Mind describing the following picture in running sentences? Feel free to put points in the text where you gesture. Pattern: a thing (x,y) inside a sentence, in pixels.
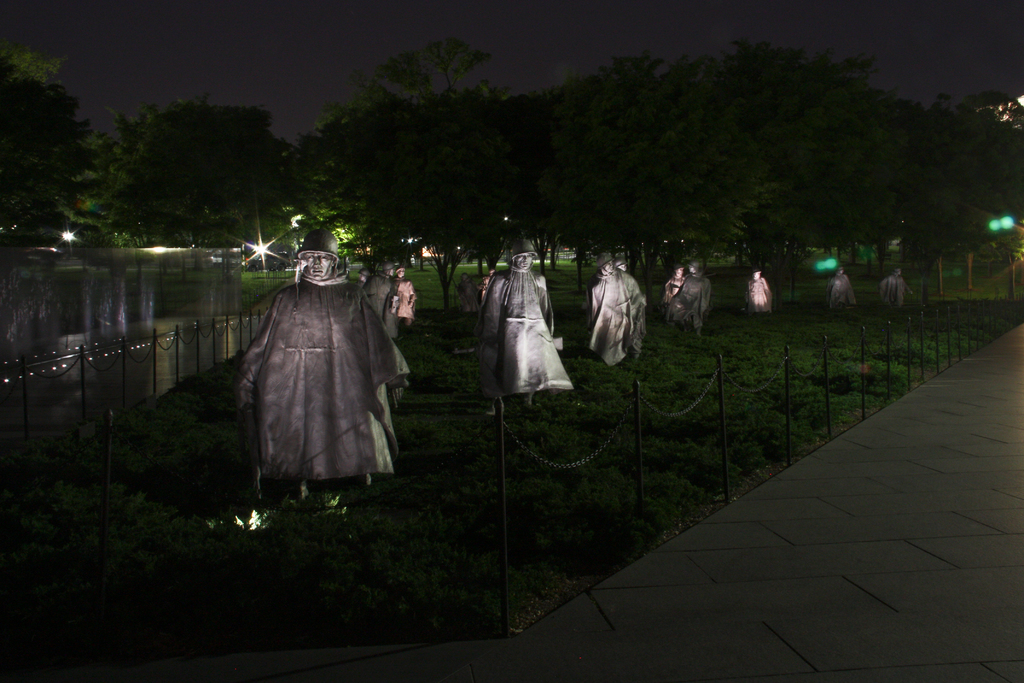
In the picture I can see few statues (511,313) which is placed on a greenery ground (600,369) and there is a fence (827,425) in front of it and there are few trees (497,144) and lights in the background (442,179).
